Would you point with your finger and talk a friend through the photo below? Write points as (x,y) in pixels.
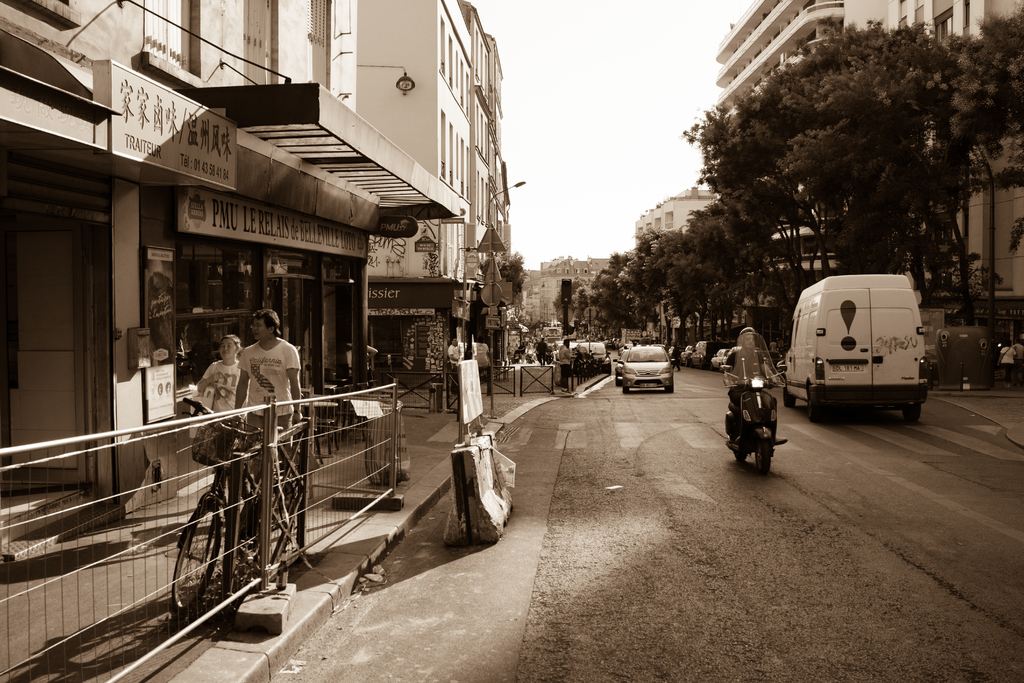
In this black and white picture a person (735,412) is riding a bike (747,402). Few vehicles (688,361) are on the road (688,379). Left side (341,461) there is a fence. Behind there is a bicycle (254,536). Few persons (293,396) are walking on the pavement (424,437). Few roadblocks (476,510) are beside the pavement (174,520). Few boards (488,322) are attached to the pole (494,309). Right side (830,90) there are few trees (874,146). Background there are few buildings (990,3). Top of the image (616,57) there is sky (614,144). Right side (1014,354) few persons (1001,357) are on the pavement (1008,388).
